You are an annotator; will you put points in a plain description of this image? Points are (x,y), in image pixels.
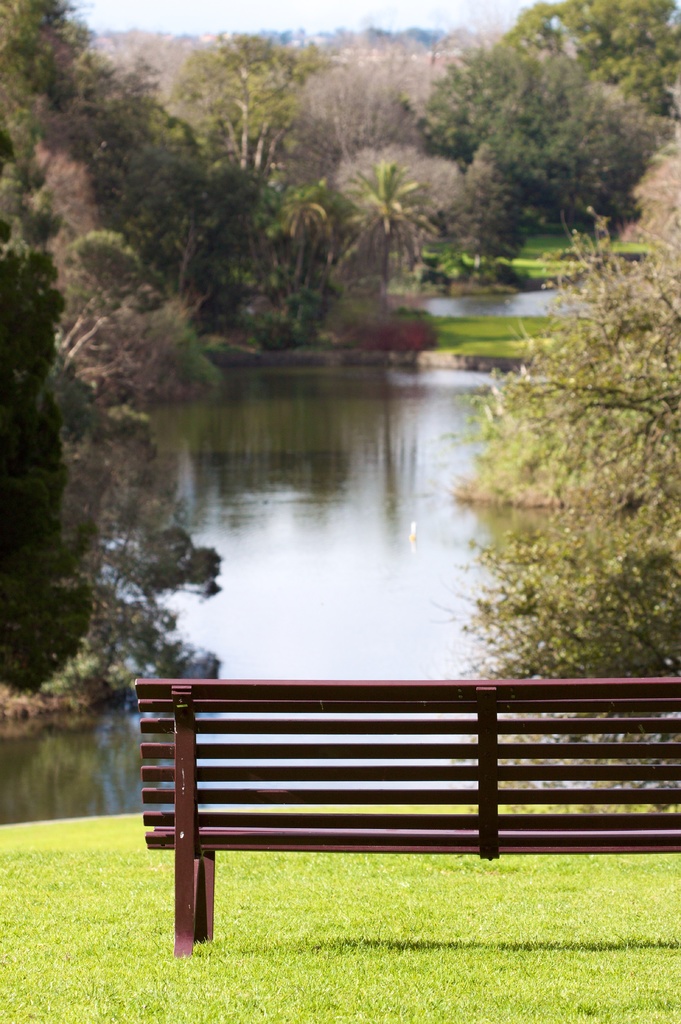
In the image there is a bench (255,704) on the grass land (630,912) with a lake (353,608) in front of it and trees (159,508) on either side of it and above its sky (229,30).
